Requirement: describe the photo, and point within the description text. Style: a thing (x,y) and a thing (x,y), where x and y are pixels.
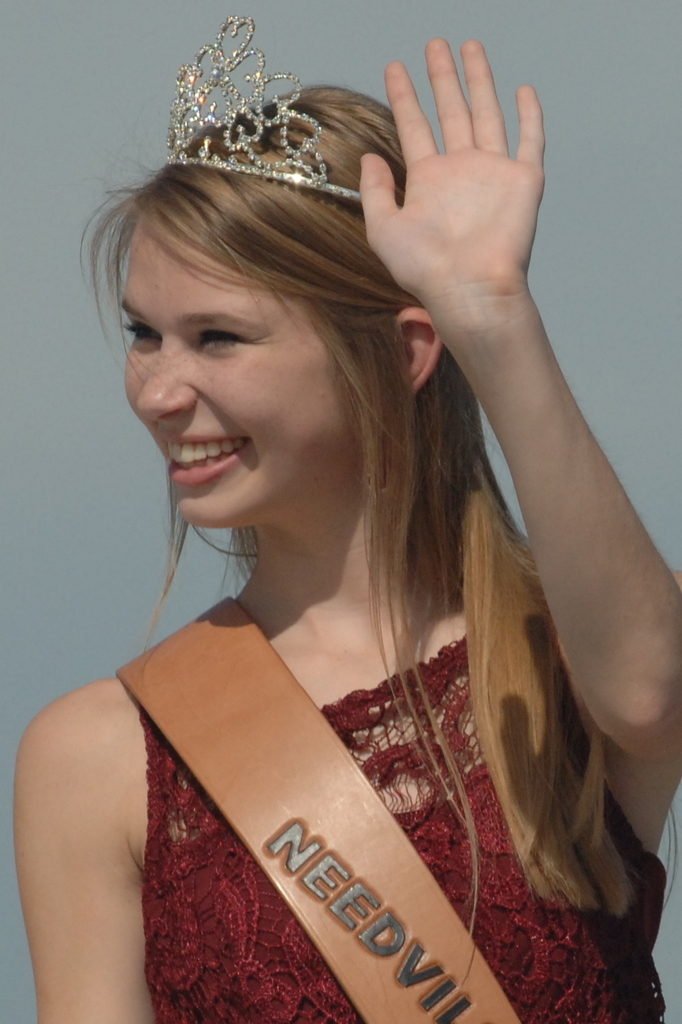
In this image there is a woman (378,662) with a crown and a sash (435,983) is smiling.
